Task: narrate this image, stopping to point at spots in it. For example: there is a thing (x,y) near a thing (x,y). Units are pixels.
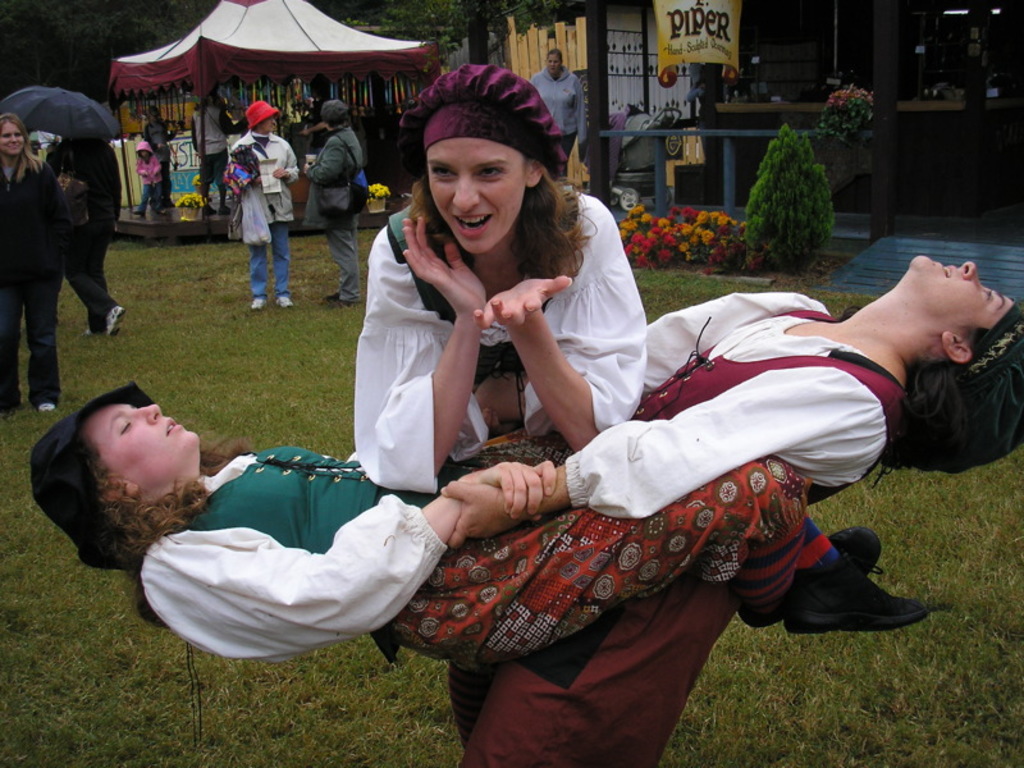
In this image, we can see three women (555,457) are wearing caps (1010,344). Here a woman (531,419) is smiling. Background (14,323) we can see grass (976,519), few people (11,233), plants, stall (142,223), pillars (596,133), banner (701,43), trees (103,11) and few objects (300,100).
